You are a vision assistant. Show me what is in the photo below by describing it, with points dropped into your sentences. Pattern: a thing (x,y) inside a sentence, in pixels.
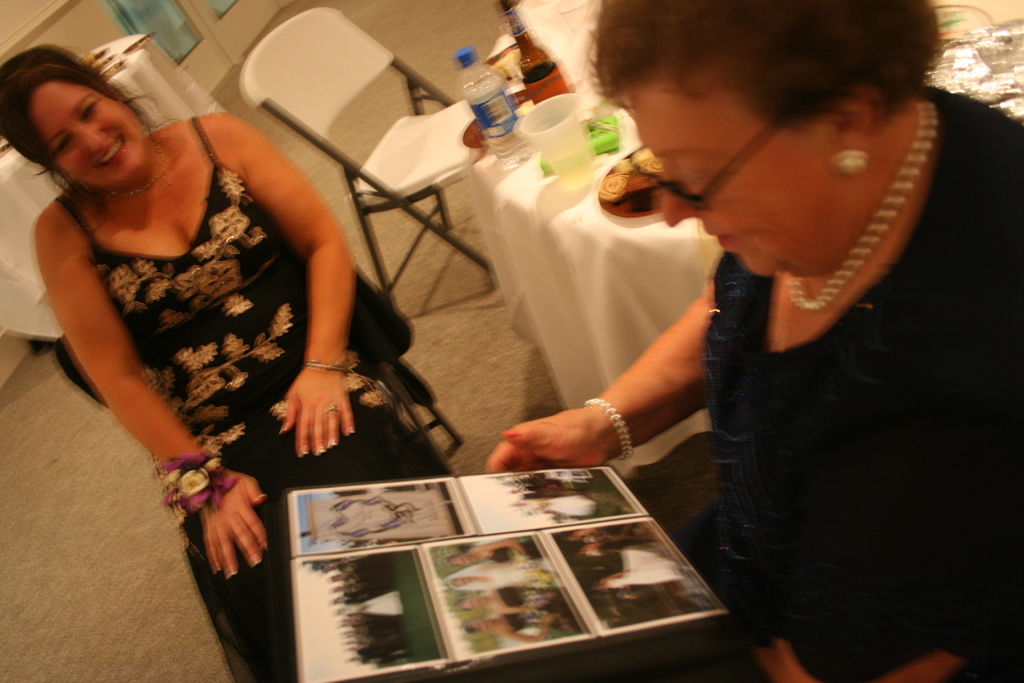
These two persons (252,349) sitting on the chair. This person (678,344) holding frame (539,491). There is a table (556,225). On the table (517,76) we can see bottle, glass (570,111), cloth (607,298). we can see chair (422,226). This is floor (439,40). On the background (79,10) we can see wall (78,25).
